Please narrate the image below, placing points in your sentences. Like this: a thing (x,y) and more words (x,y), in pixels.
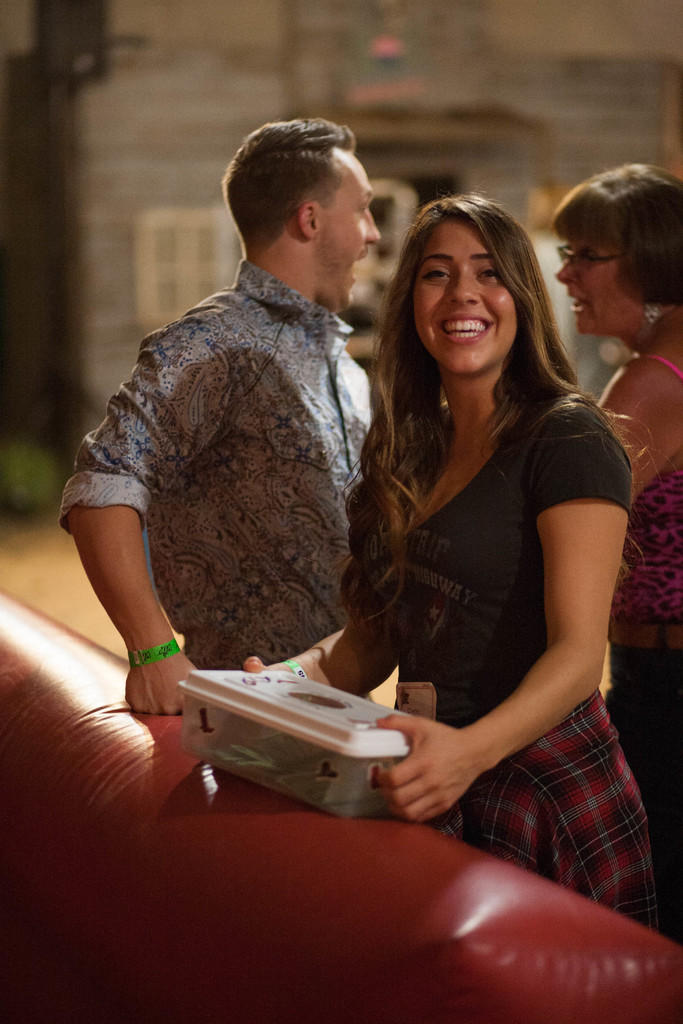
In the right side (559,759) a beautiful woman (443,660) is standing, she wore dress (613,474). She is smiling and in the middle (262,441) a man (206,467) is there. He wore a shirt (225,456).
